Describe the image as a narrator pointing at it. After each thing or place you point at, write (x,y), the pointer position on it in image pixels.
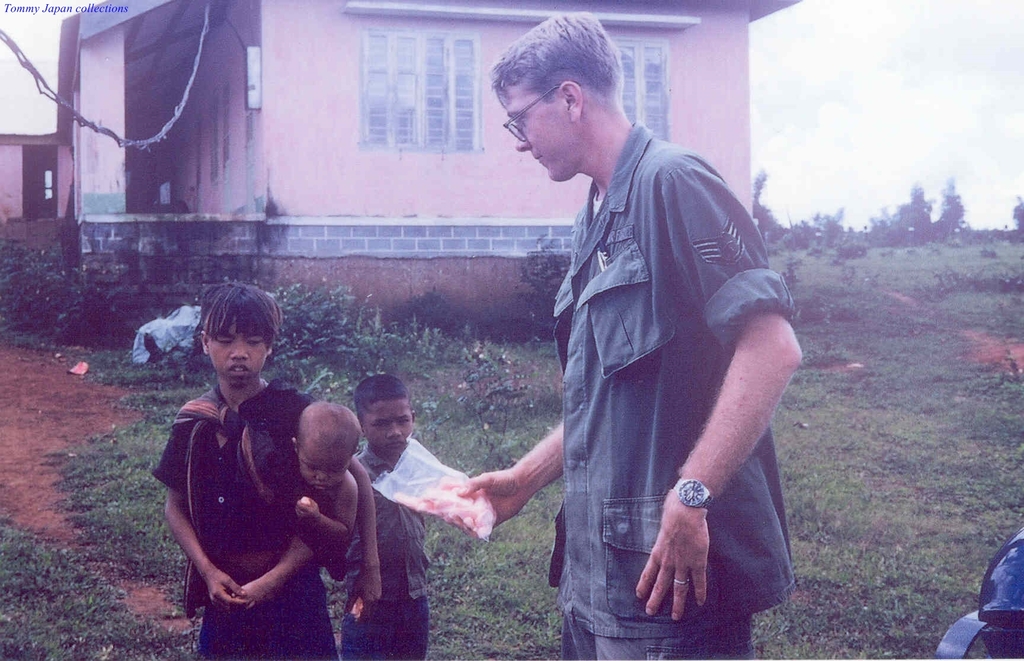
In the image I can see a person (666,149) who is holding the packet (484,514) and a boy (254,425) who is holding the kid (335,417) and also I can see the other kid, house (458,39) and some trees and plants (909,598).
